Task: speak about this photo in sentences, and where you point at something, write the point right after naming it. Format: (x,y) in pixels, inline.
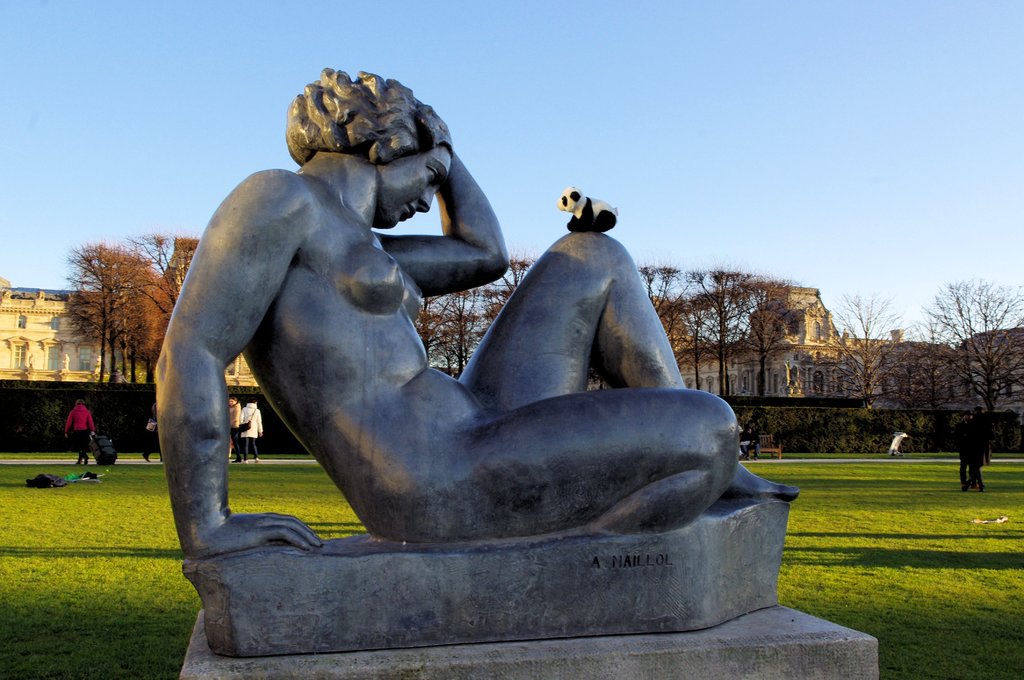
In this picture we can see a statue (487,438) on the platform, at the back of this statue (521,600) we can see a group of people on the ground (162,537) and in the background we can see buildings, trees (1023,360), sky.
